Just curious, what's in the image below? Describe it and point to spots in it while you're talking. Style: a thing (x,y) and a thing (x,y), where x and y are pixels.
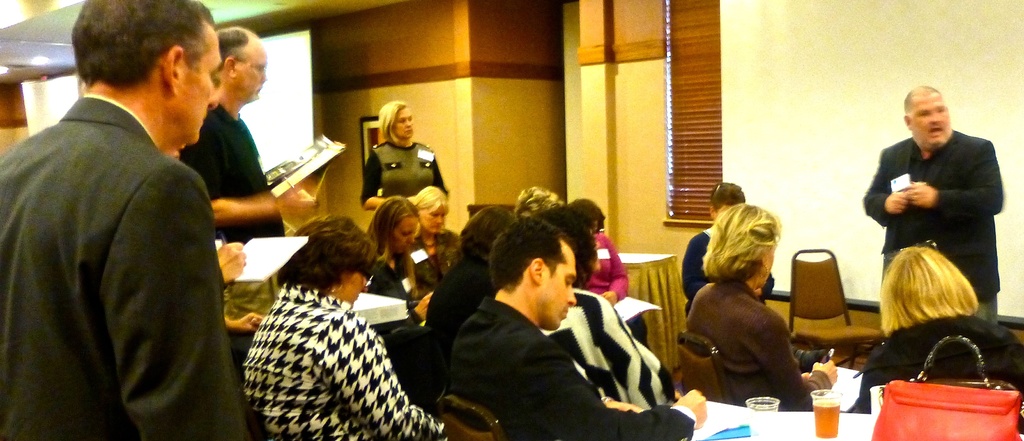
In this image, group of people (308,367) are sat on the chairs (449,397). We can see few table (641,280), few items (963,411) are placed on it. On the right side (972,267), a human (957,186) is talking and he is standing. The left side (230,142) and the middle, a woman (386,147) and 2 peoples (201,148) are stand. Here we can see wall (459,134), photo frame (369,139) and shade (696,136) at the middle of the image (606,170).
